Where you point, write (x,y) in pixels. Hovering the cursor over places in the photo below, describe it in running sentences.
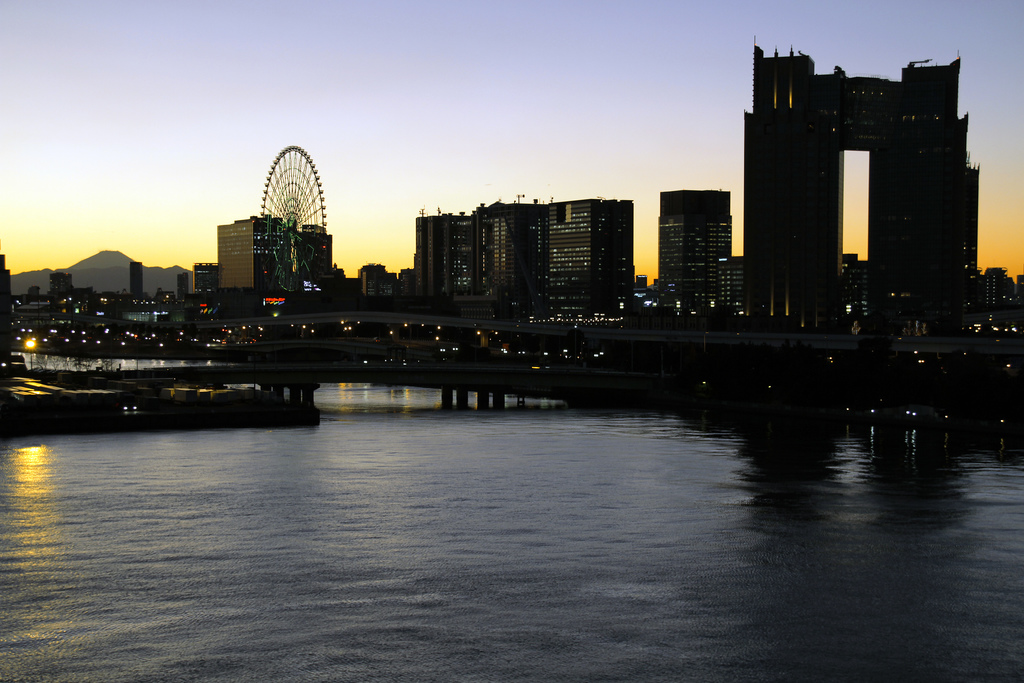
In the center of the image (549,240) we can see buildings (415,274), mountains (149,277), lights (211,309), bridge (536,330), arch (767,276), giant wheel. At the bottom of the image (349,589) we can see the water (402,619). On the left side of the image (63,393) we can see road (20,411) and some vehicles (127,399). At the top of the image (487,60) we can see the sky (530,111).
